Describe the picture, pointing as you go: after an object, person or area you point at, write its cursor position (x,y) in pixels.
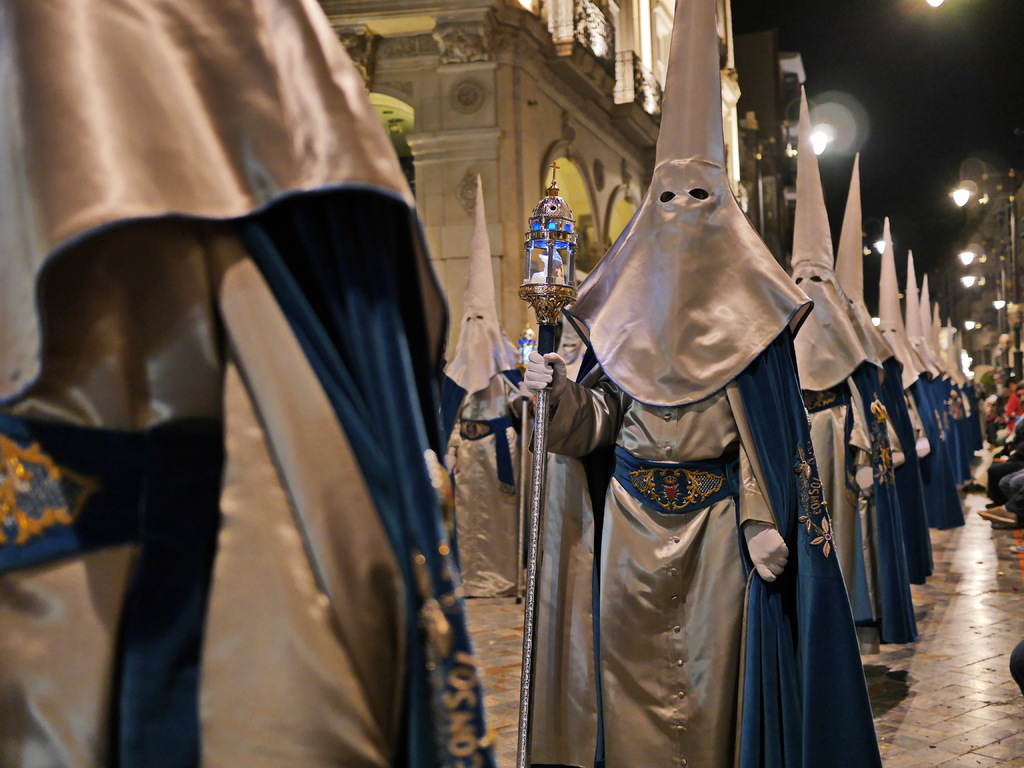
In this picture, we can see a few people (1019,432) and a few people (678,575) in a costume (595,512) and holding some objects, we can see building (582,175) with arches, lights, and we can see the lights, poles (1021,325), ground (941,650), and we can see the dark sky (924,253).
